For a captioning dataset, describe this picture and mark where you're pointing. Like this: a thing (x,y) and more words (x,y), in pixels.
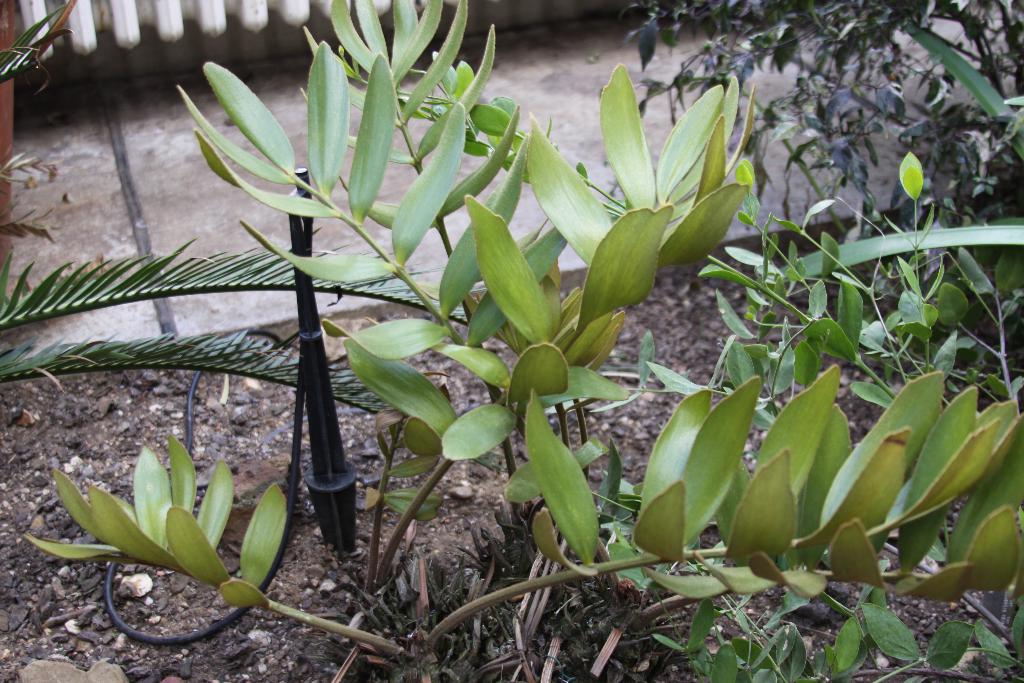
In this image there are plants (606,472) on the soil (912,604).
